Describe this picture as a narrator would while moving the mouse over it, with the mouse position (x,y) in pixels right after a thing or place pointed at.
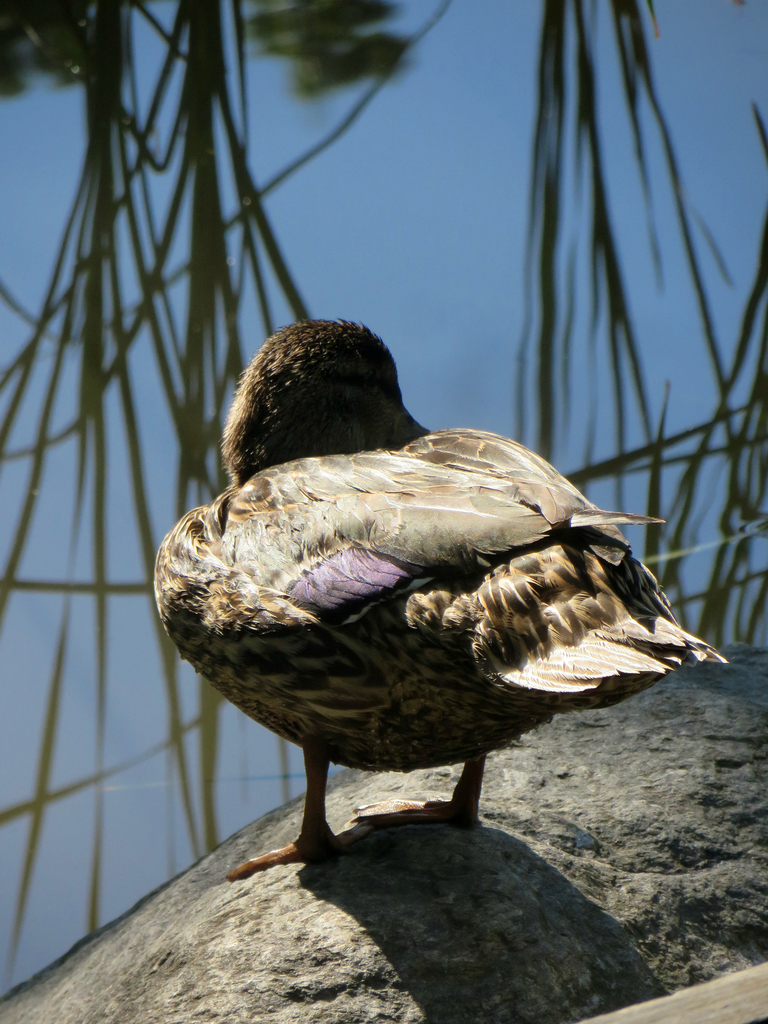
In this image there is a bird (464,816) standing on the stone (443,827), and in the background (210,244) there is a reflection (241,244) of grass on the water (530,191).
